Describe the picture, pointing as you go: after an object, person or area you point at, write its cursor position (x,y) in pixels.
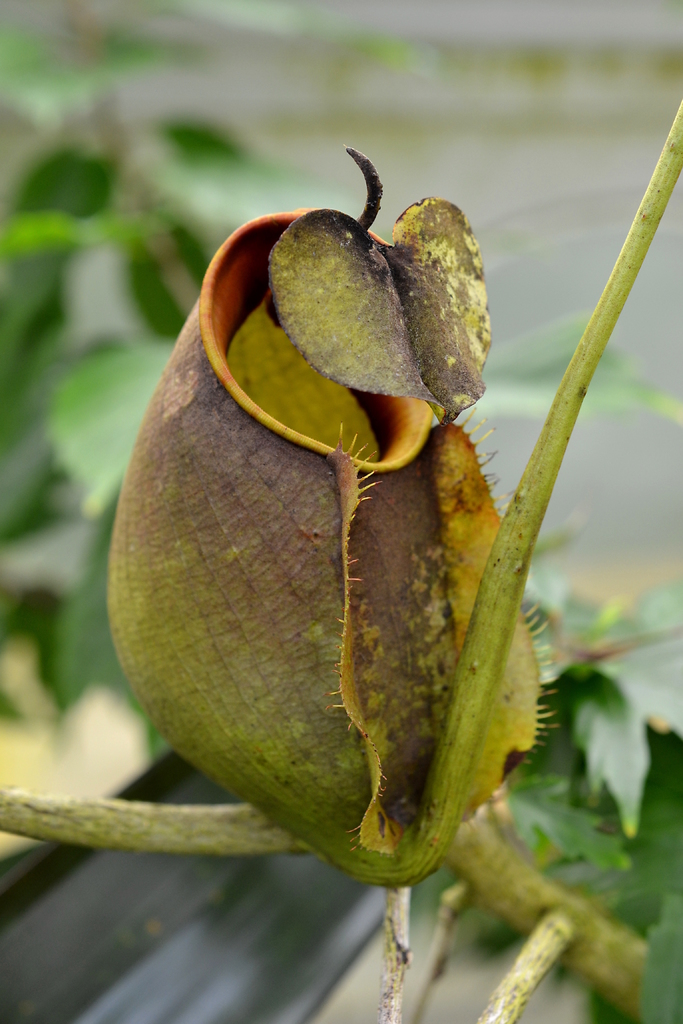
In this image, this looks like a pitcher plant trap (346,632), which is attached to the stem (472,697). I think this is the lid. The background (20,584) looks blurry.
